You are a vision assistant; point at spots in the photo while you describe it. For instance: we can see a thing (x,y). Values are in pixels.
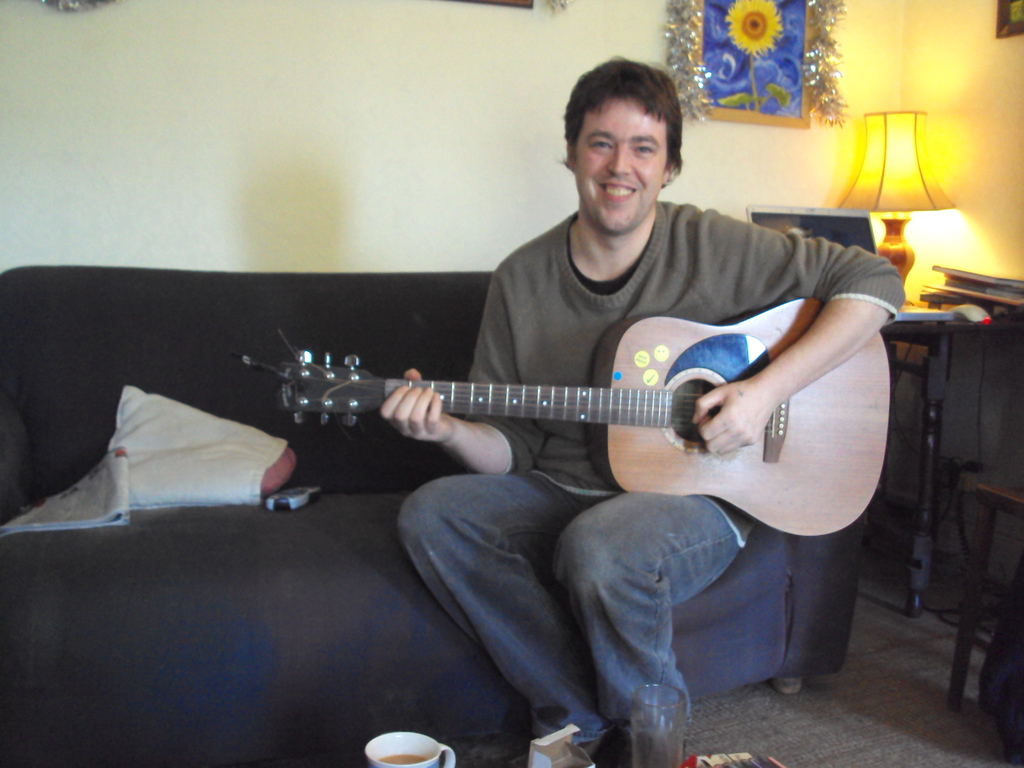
This image is clicked in a room (115,207). In a room (493,380) there is a sofa (313,607) in the middle (364,416). There is light (880,233) in the top right corner (718,21) and a photo painting (739,4). There is a glass (671,722) in the bottom (652,749) and Cup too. There is a person (536,637) sitting on the Sofa (466,339). He is playing guitar (644,446) and he is smiling. There are books (954,271) on the right side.
